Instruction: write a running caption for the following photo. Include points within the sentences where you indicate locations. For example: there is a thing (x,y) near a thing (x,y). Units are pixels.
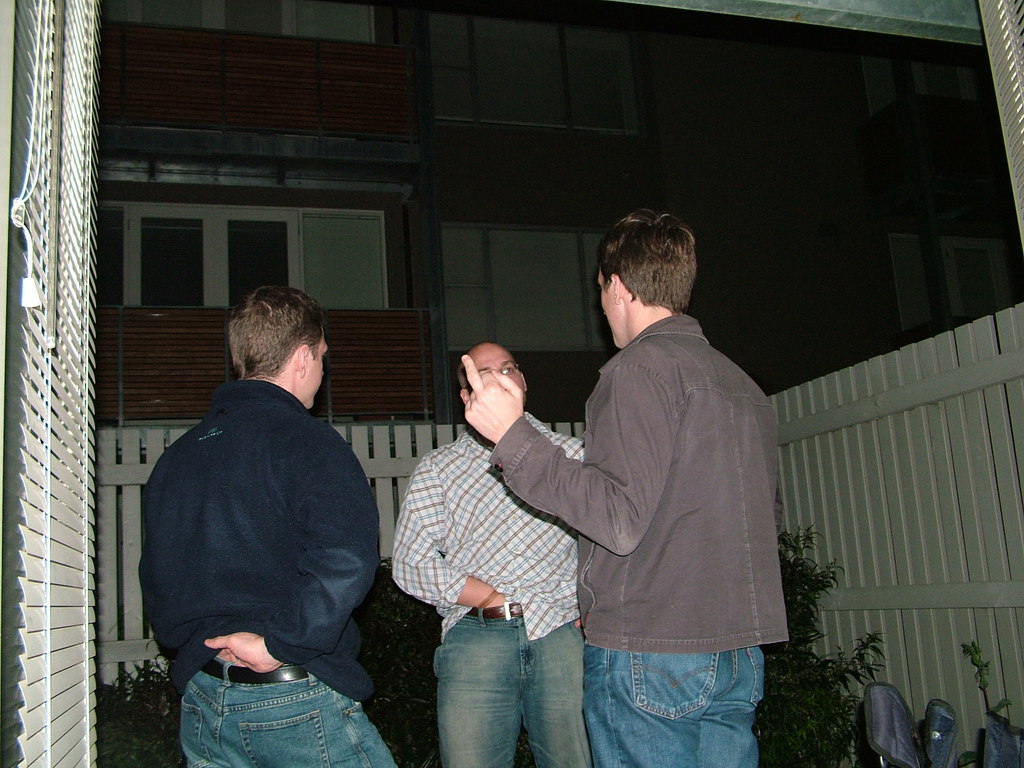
In this picture I can see three persons (195,664) are standing in the middle (659,504). In the background (392,598) there are plants (379,593) and buildings (586,297).
